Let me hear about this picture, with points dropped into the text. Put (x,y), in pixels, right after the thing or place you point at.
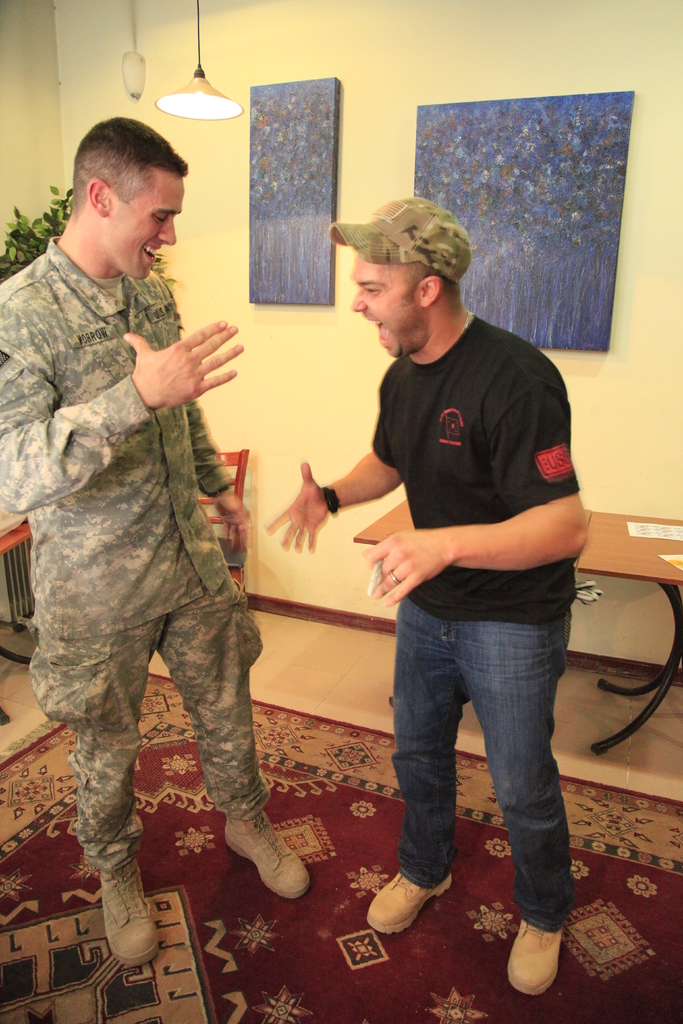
In this image the two persons (471,480) are standing on the floor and behind them there are tables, chairs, posters (490,226) and lights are there and the background (301,345) is yellow.
